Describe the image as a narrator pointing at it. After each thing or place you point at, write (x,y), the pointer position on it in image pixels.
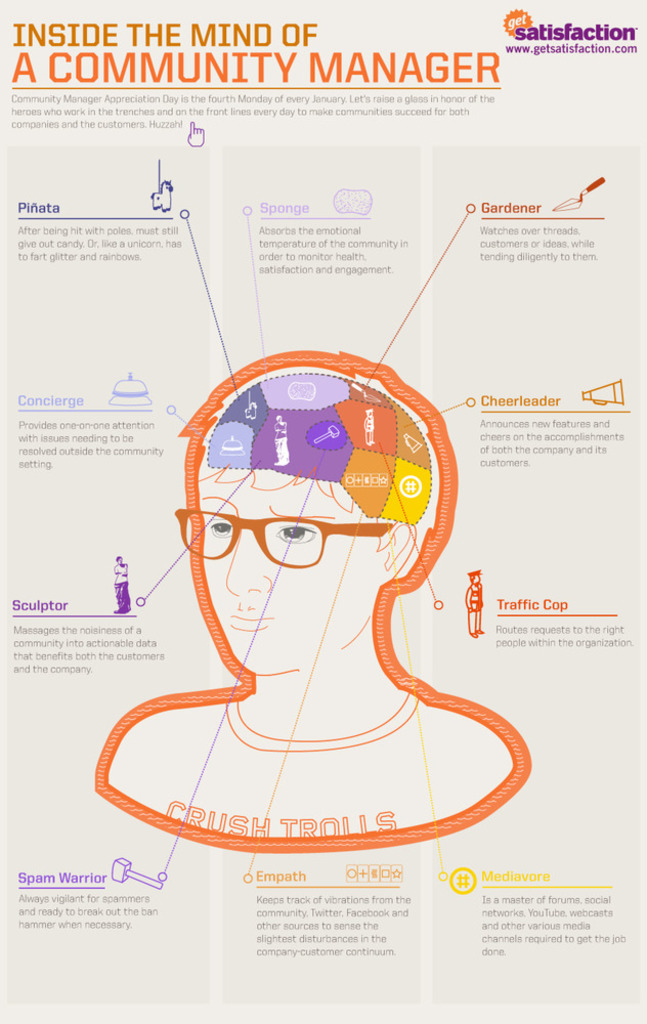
As we can see in the image, there is a poster (456,348). In the middle of poster (328,351) there is a person (336,558) wearing spectacles (314,541) and the parts of the brain (359,489) are clearly mentioned in the poster (349,371) and on the top left (62,41) it was written "Inside the mind of a community manager".
